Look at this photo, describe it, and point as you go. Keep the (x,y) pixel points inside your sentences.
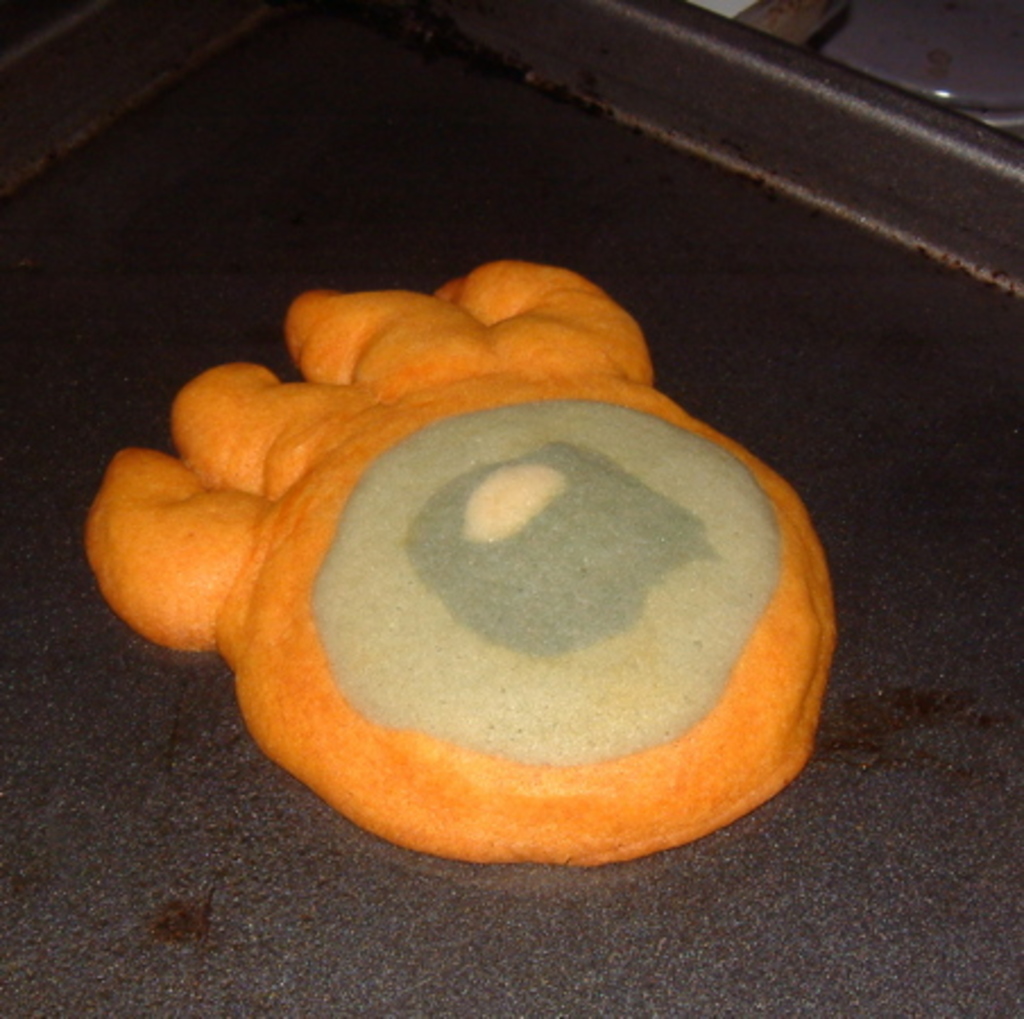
In the center of the image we can see one tray (793,339). On the tray (829,293), we can see one object (450,684), which is in orange and cream color. On the top right side of the image (954,53), we can see some object (955,75).
